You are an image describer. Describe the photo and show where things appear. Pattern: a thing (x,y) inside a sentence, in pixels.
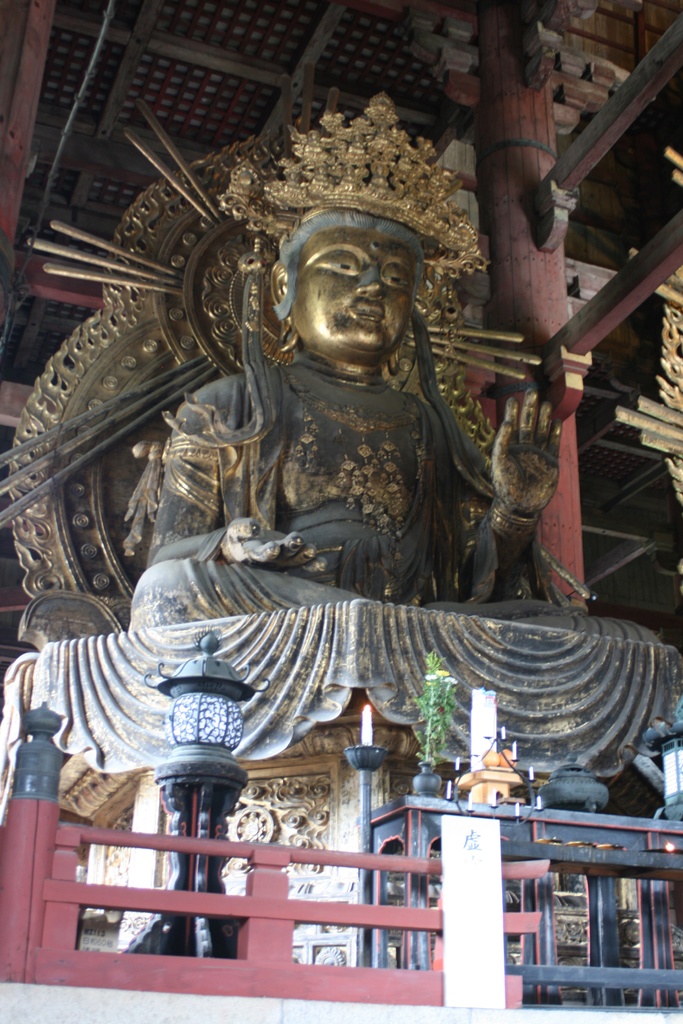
In this picture we can see a statue (354,513), there is a lamp (211,685) on the left side (218,694), we can see a plant (419,756) in the middle (427,674).
